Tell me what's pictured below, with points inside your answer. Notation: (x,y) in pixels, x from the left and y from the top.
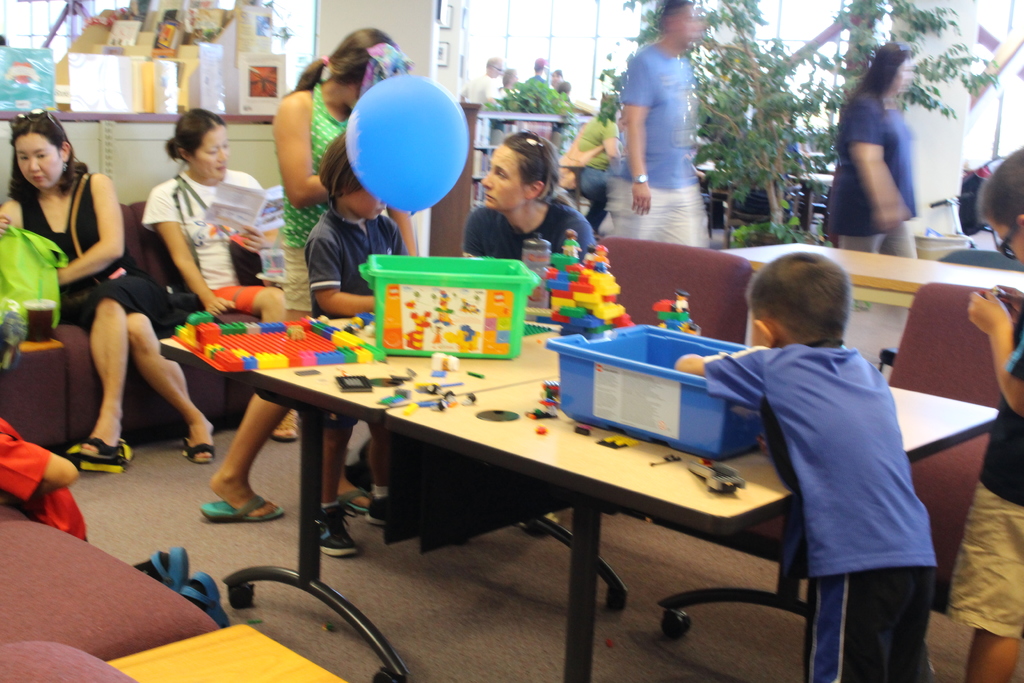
There are some people (190,243) sitting in the sofas (159,268). There is a table (251,376) on which some toys (371,354) were placed and there are two baskets (630,415) here. In the background (618,159) there are some people (846,202) standing and walking. We can observe a tree (746,94) and a window (522,34) here.
